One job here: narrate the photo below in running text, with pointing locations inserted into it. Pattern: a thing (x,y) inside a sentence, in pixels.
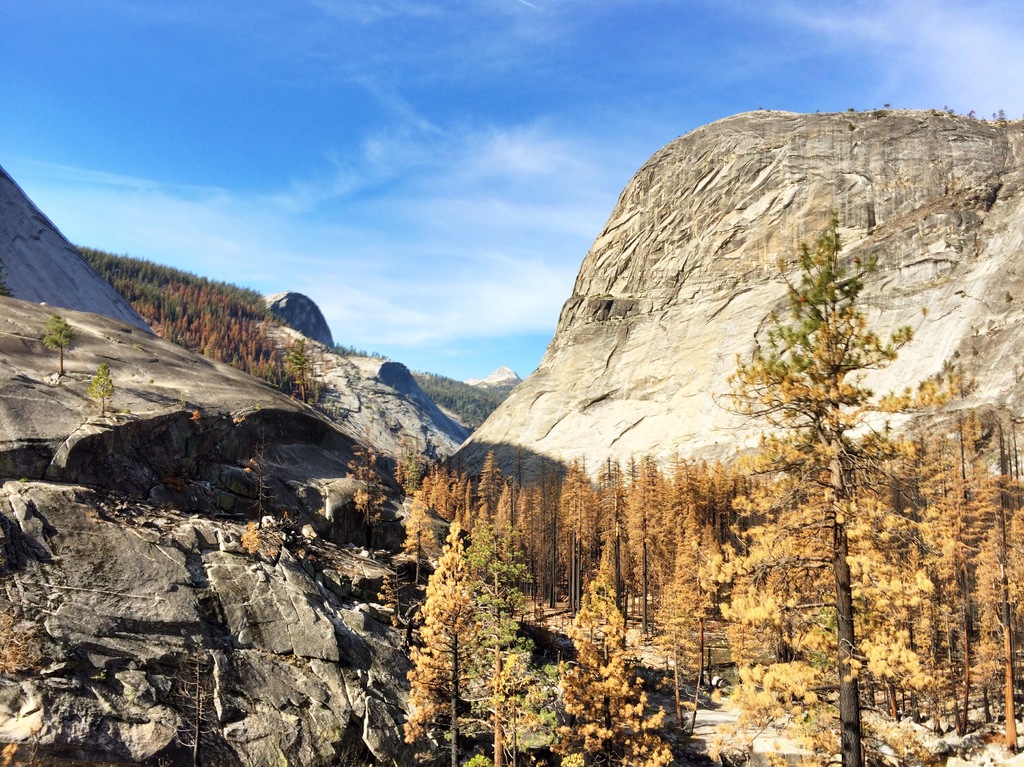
We can see trees (934,659) and rocks (217,470) and we can see sky (476,239) with clouds (443,270).
